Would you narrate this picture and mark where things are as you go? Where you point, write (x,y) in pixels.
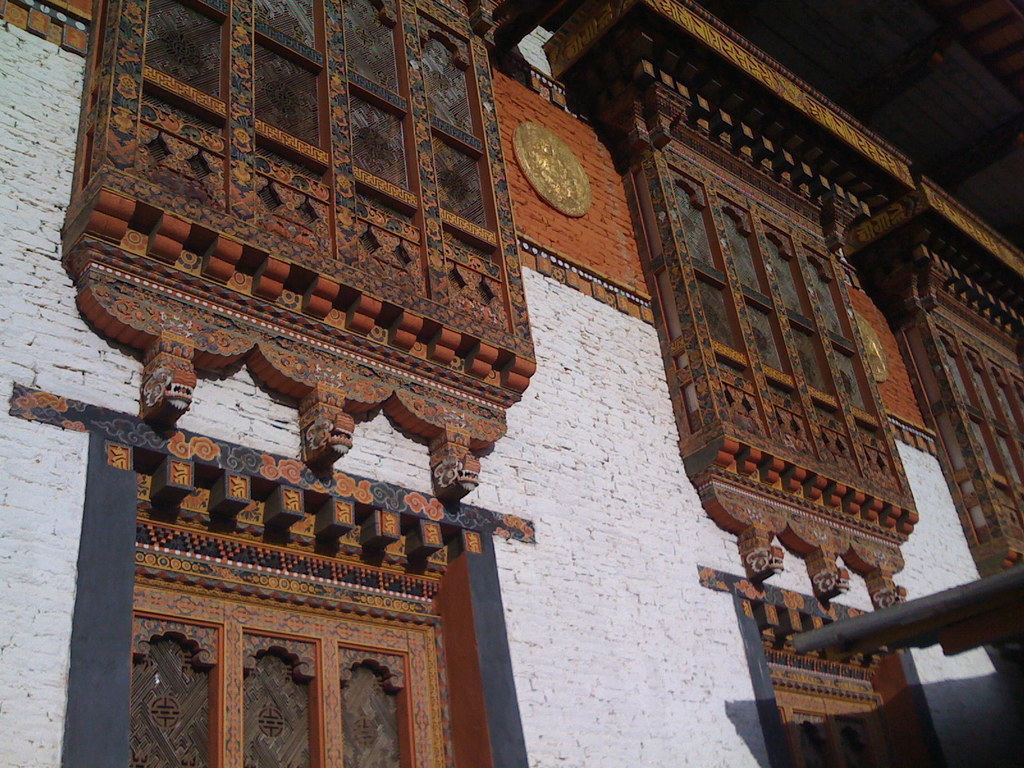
In this image there is a wall (557,292) and on the wall (540,377) there are some wooden boards (322,342), and on the boards (158,252) there is an art (815,394) and there are objects (535,178). At the top (799,65) there might be ceiling (923,62).
